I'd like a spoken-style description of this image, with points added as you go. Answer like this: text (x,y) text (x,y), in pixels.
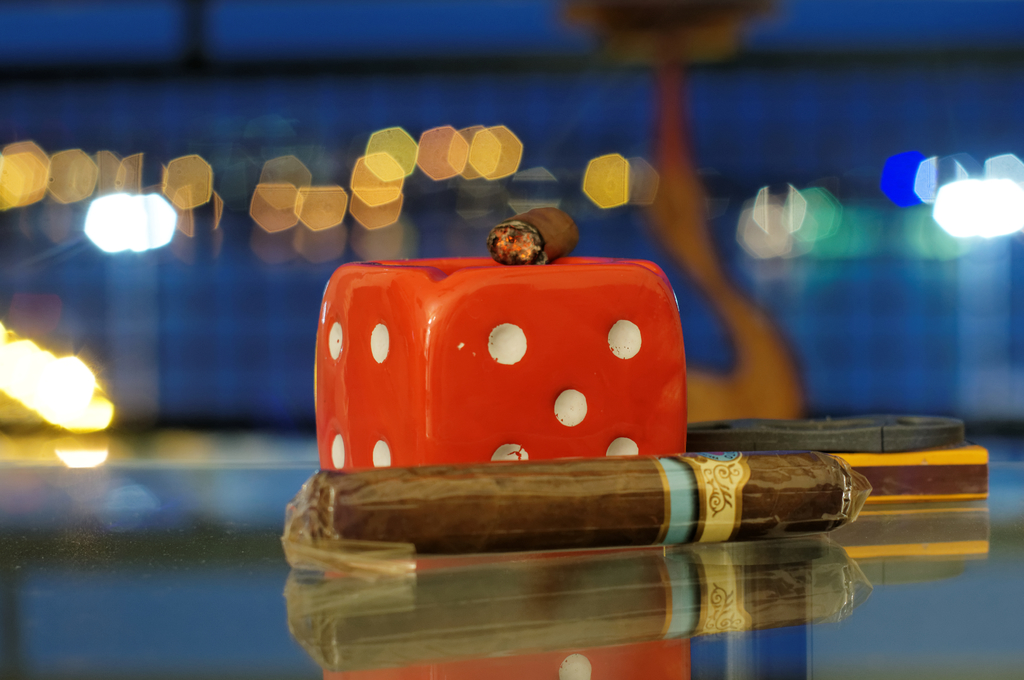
In this picture I can see the dice (534,383), cigar (376,520) and lighter (899,468) which are kept on the glass table (537,639). In the background (687,190) I can see the lights (535,177) and blur image.
